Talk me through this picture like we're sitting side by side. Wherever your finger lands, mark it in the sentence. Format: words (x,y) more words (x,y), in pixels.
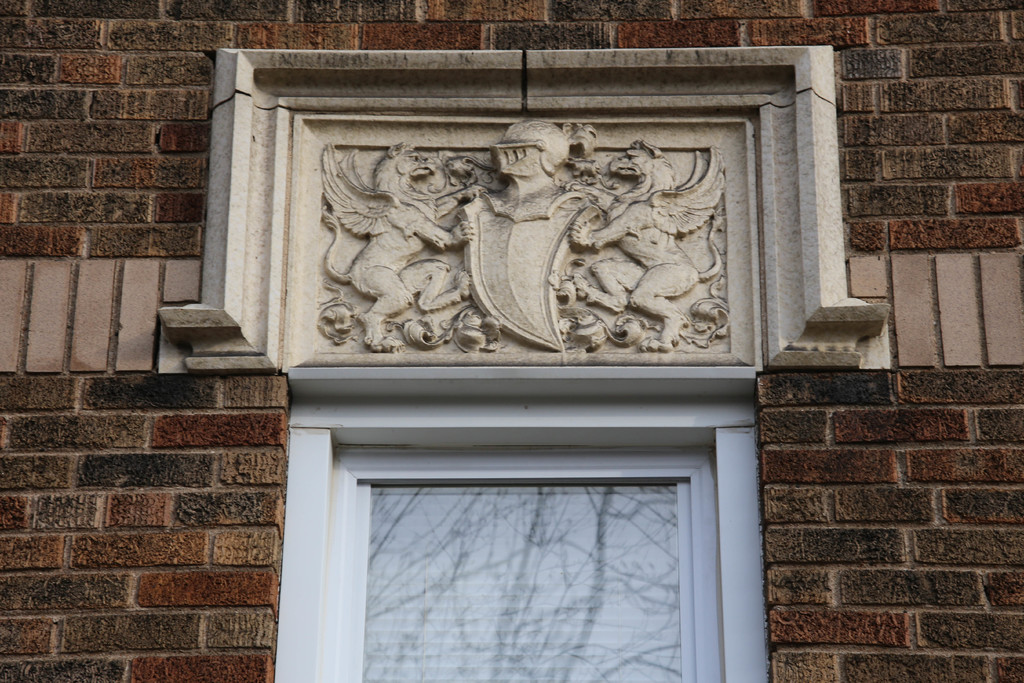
In this image I can see a brick wall (940,298) with a carved marble plate (681,231). I can see a window (529,545) at the bottom of the image (549,580).
